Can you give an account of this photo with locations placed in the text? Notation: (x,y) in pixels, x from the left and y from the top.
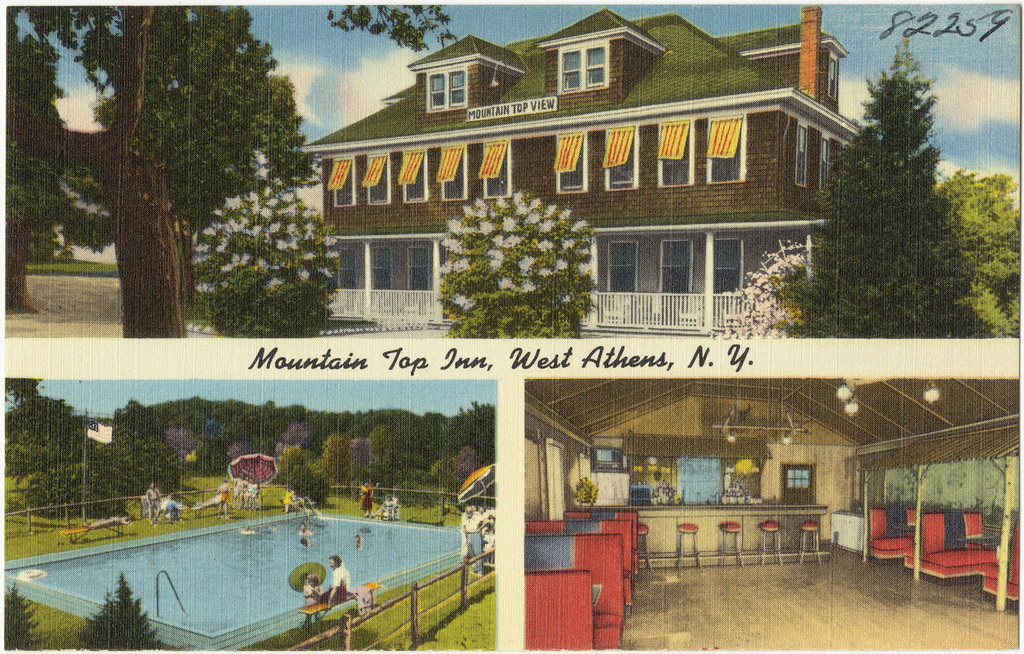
This image is collage of three pictures in which there are animated images. On the top of the image (493,182) there are trees (906,224) and there is a building (554,154) with some text (497,115) written on it and the sky (938,110) is cloudy and the images at the bottom (481,497), on the right side (933,556) there are empty stools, and empty sofas (926,544) and there are lights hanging and there is a window (808,485) and there is a plant (584,492). On the left side (233,524) there is a swimming pool (223,572) and there are persons (304,541) in the swimming pool (305,557) and in the background (177,477) there are trees (436,481) and there are persons (367,482) and there is grass (436,634) on the ground (436,634) and there is a fence (416,596).
